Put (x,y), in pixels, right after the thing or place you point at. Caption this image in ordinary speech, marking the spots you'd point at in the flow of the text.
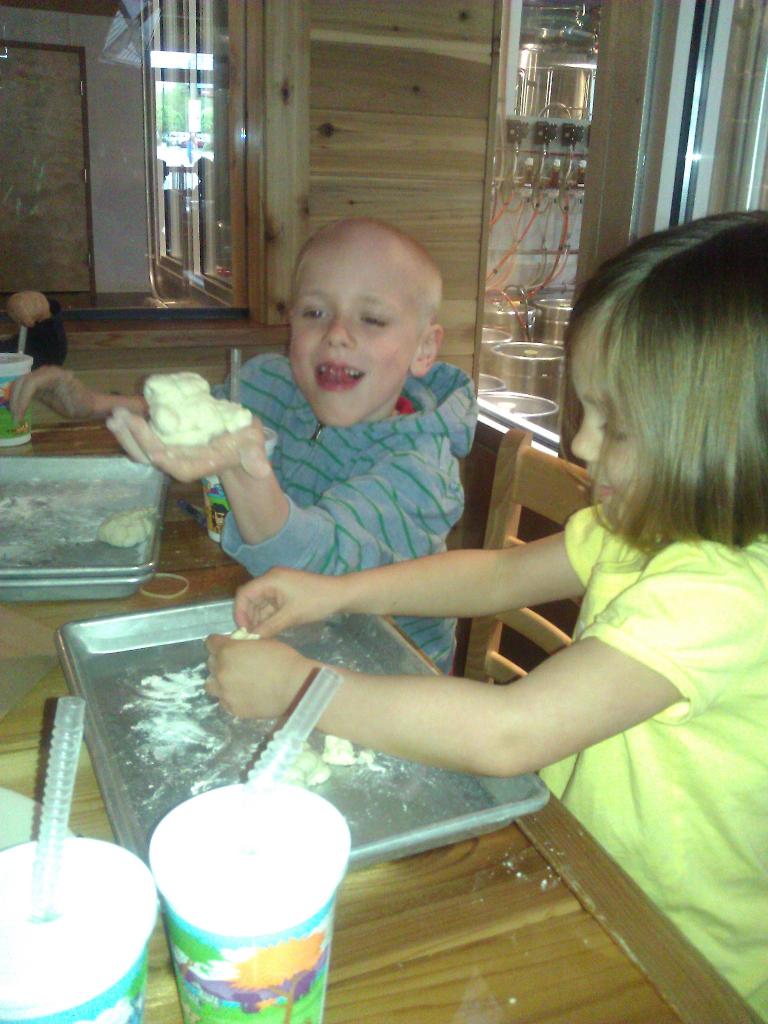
In this image I can see two children (300,410) are sitting on chairs (500,477). I can see he is wearing grey color hoodie (383,512) and she is wearing yellow color dress (680,748). I can also see few plates (135,725), few glasses (188,980) and in these glasses (200,971) I can see straws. Here I can see a white color thing (173,434) on his hand (150,461). In the background (564,106) I can see few containers (548,398) and few pipes (541,237).
